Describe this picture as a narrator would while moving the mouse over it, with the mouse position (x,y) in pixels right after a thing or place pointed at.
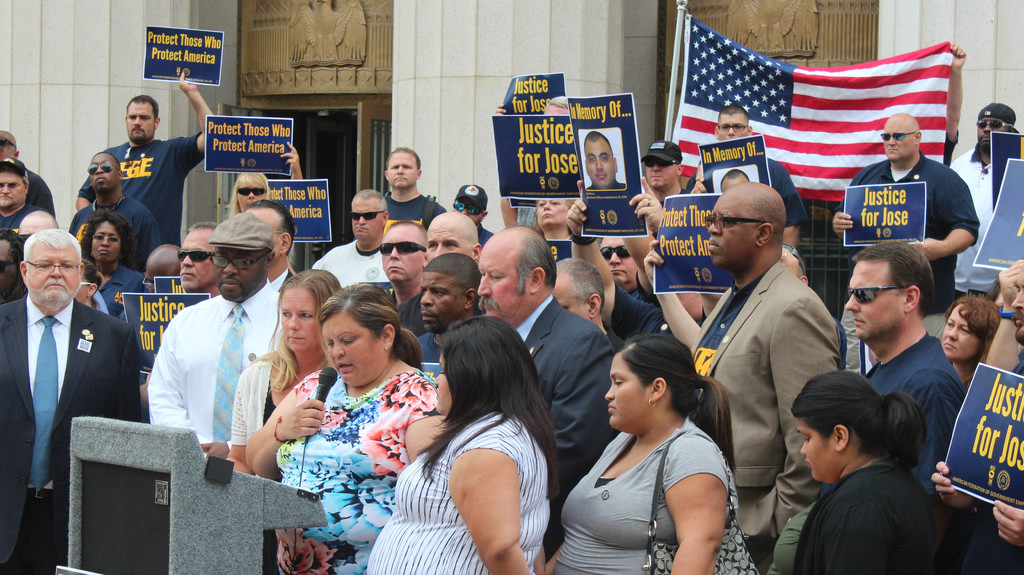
In this picture I can see 5 women (461,381) standing in front (391,368) and I see that, one woman (348,396) is holding a mic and is standing in front of a podium (146,458). In the middle of this picture (397,259) I can see number of people (384,213) standing and I see that few of them (168,168) are holding boards (612,195) in their hands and I see something is written on it. In the background (53,108) I can see a building (504,73) and I can see a person (960,85) holding a flag (848,159).
